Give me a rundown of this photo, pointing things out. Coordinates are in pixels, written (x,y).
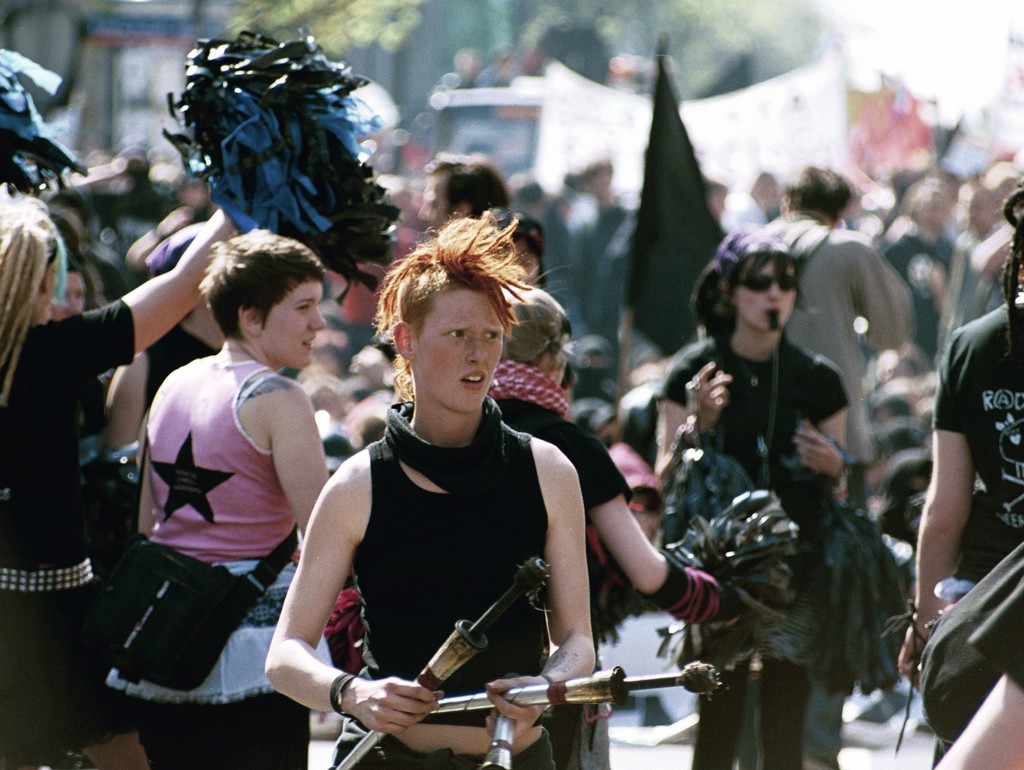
Here we can see a person (473,541) holding three objects (466,695) in the hands (423,705). On the left (81,345) a woman (84,343) is holding objects (253,146) in her hands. There are few people (555,324) standing and few are carrying bags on their shoulders (299,415) and in the background (617,60) the image is blur but we can see hoardings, banners (601,112), trees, few people (490,81) on a vehicle (457,100) and sky (1015,17).
